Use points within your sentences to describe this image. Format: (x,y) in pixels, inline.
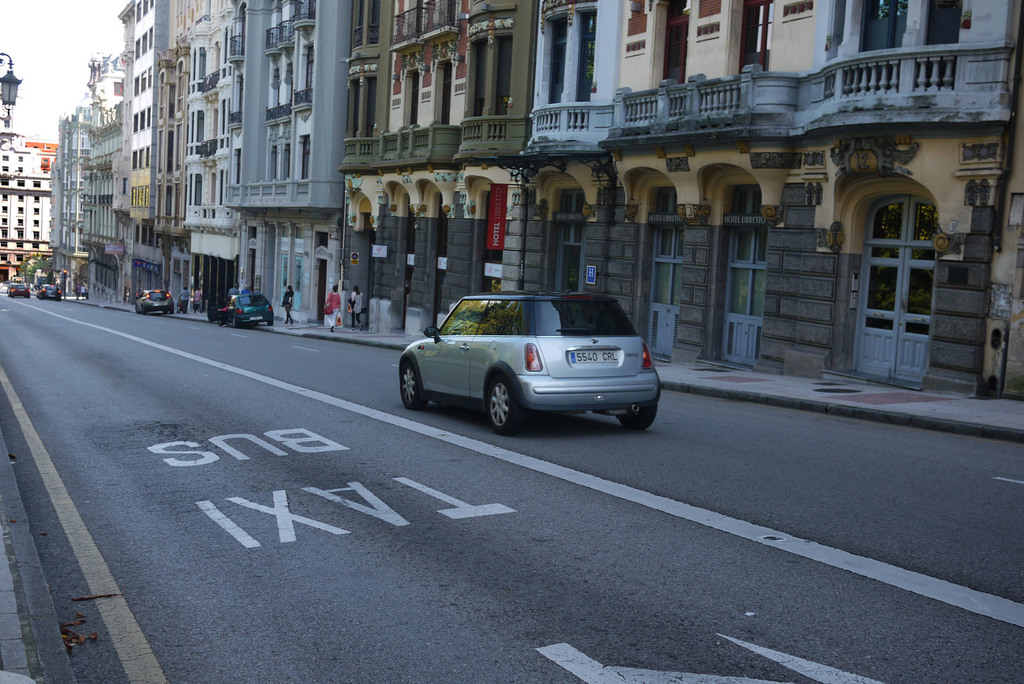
In this image I can see fleets of cars (481,357) and a group of people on the road (466,511). In the background (395,177) I can see buildings (361,185), light poles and the sky (41,22). This image is taken may be on the road (453,452) during a day.
